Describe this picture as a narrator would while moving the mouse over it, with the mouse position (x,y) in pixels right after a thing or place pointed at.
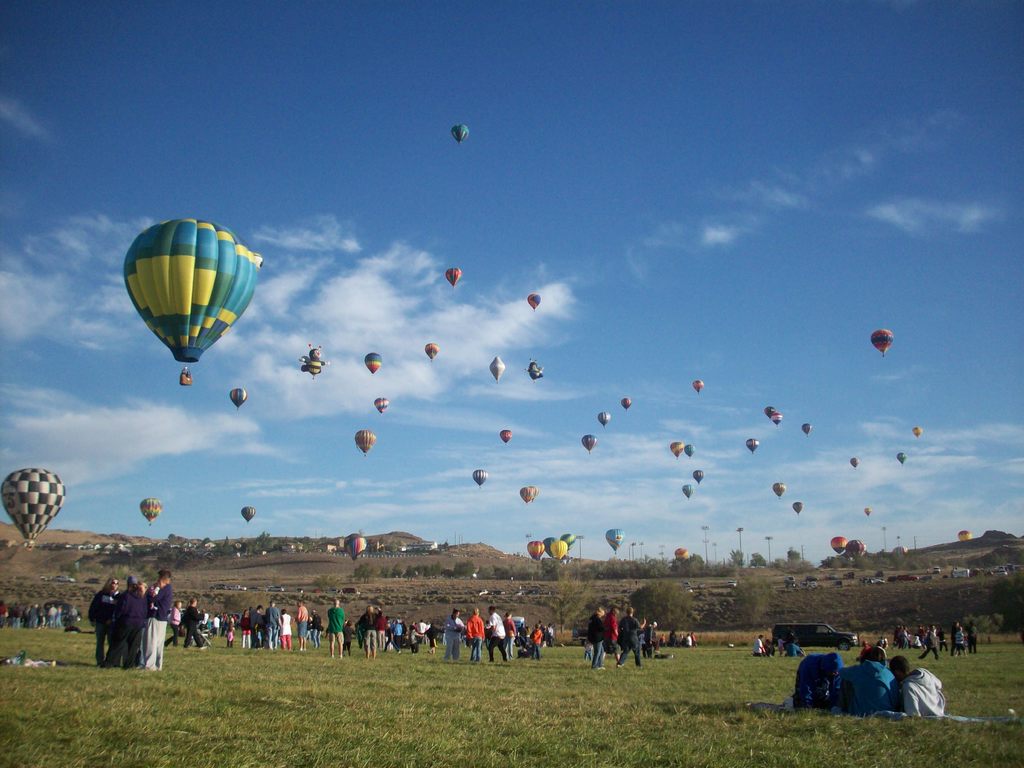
In this picture I can see so many people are on the grass (354,683) and we can see some hot air balloons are in the air (335,430).
